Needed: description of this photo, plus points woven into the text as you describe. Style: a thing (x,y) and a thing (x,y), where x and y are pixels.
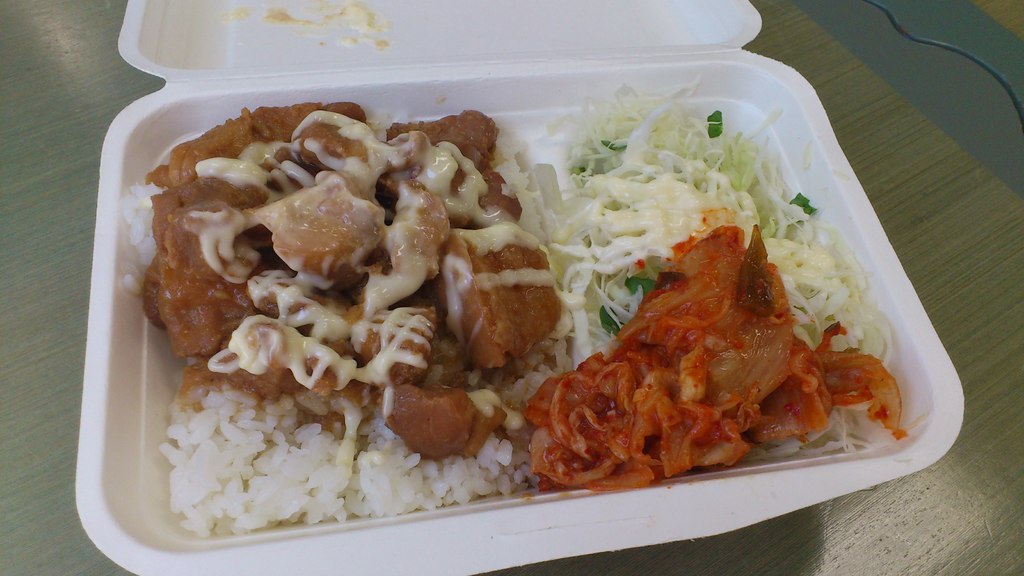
In this image I can see a lunch box (755,97) which is in white color. I can see food (453,206) in it. The box (923,427) is on the table (960,293).
